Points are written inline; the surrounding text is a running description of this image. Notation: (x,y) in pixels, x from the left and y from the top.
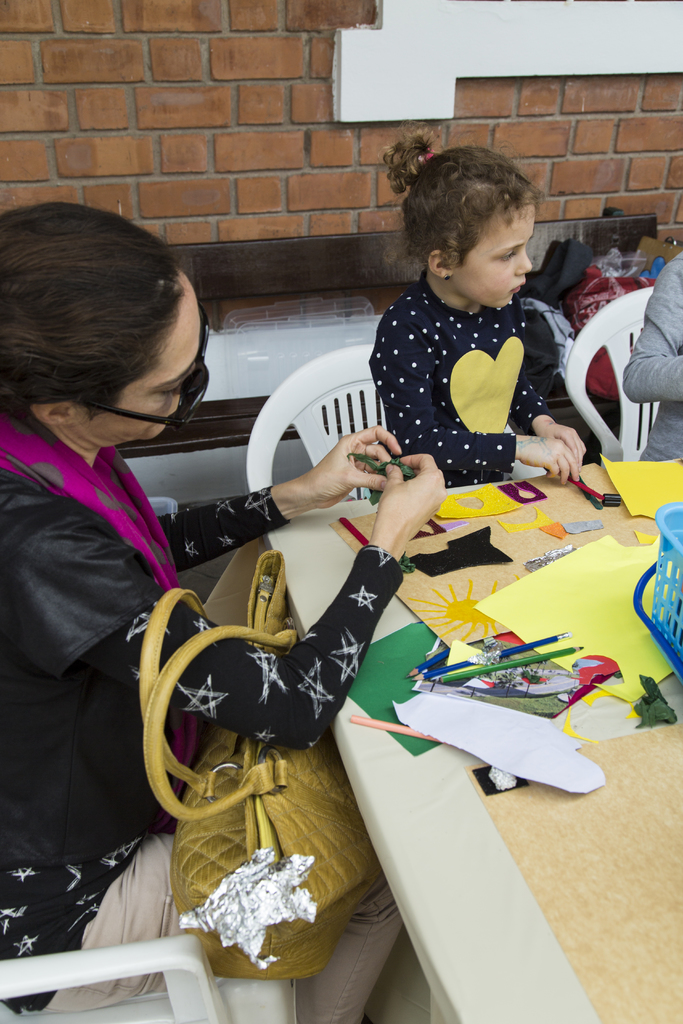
In this image I can see a woman (75,717) and girl (431,360) sitting on the chair (355,351). The woman (126,814) is holding a handbag (264,840). On the table (537,830) there are pencils (540,656), basket (674,611) and a chart papers (467,577). At the back side (303,91) there is a building (249,53).
